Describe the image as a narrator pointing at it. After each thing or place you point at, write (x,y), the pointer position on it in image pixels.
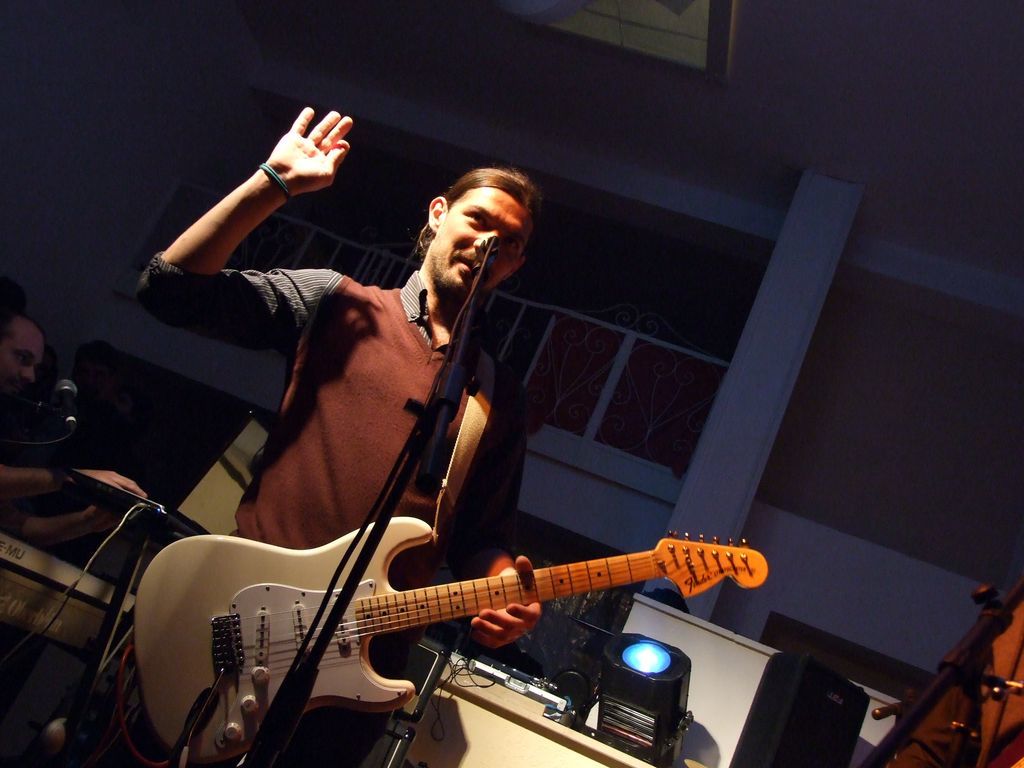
This image is clicked in a musical concert where it has a person (418,291) and Mike (287,717) in the middle (446,272), that person (456,239) is playing guitar (173,632). He is wearing brown colour sweater (495,417). There are people (14,284) on the left side (61,471) who are playing some musical instruments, a mike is on the left side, there is a light (677,735) in the bottom (660,761).
